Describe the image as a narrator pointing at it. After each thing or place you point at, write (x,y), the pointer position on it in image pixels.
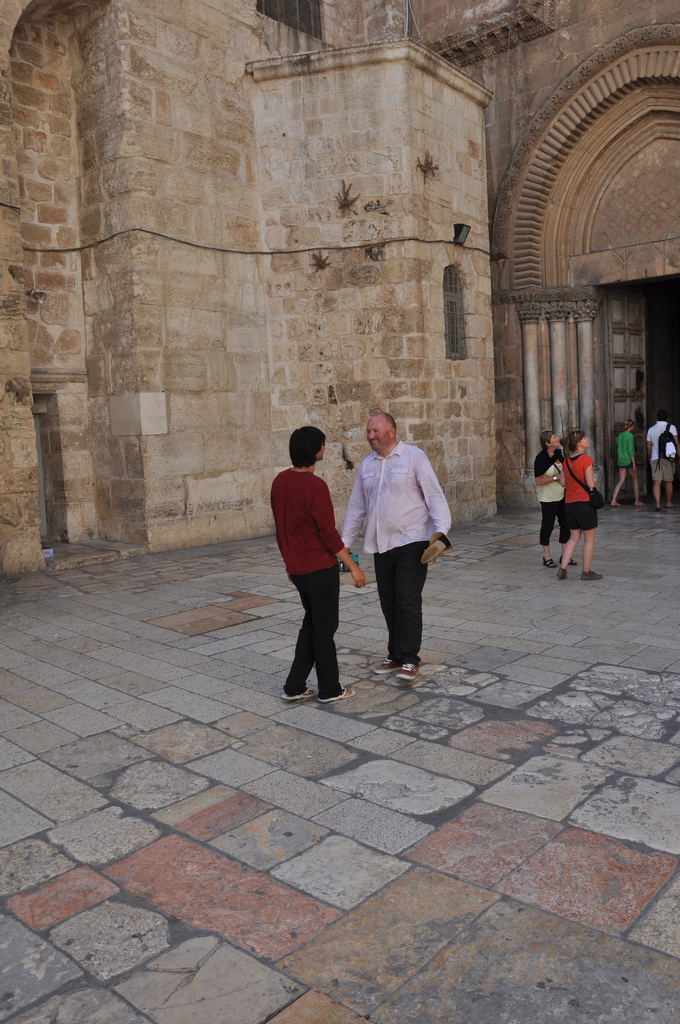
In this image I can see group of people (310,525), some are walking and some are standing. In front (399,531) the person (406,506) is wearing white shirt (382,483) and black pant (388,600). The person (282,552) at left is wearing maroon shirt (320,568) and black pant (332,610), background (19,197) the wall (351,216) is in cream and brown color.
